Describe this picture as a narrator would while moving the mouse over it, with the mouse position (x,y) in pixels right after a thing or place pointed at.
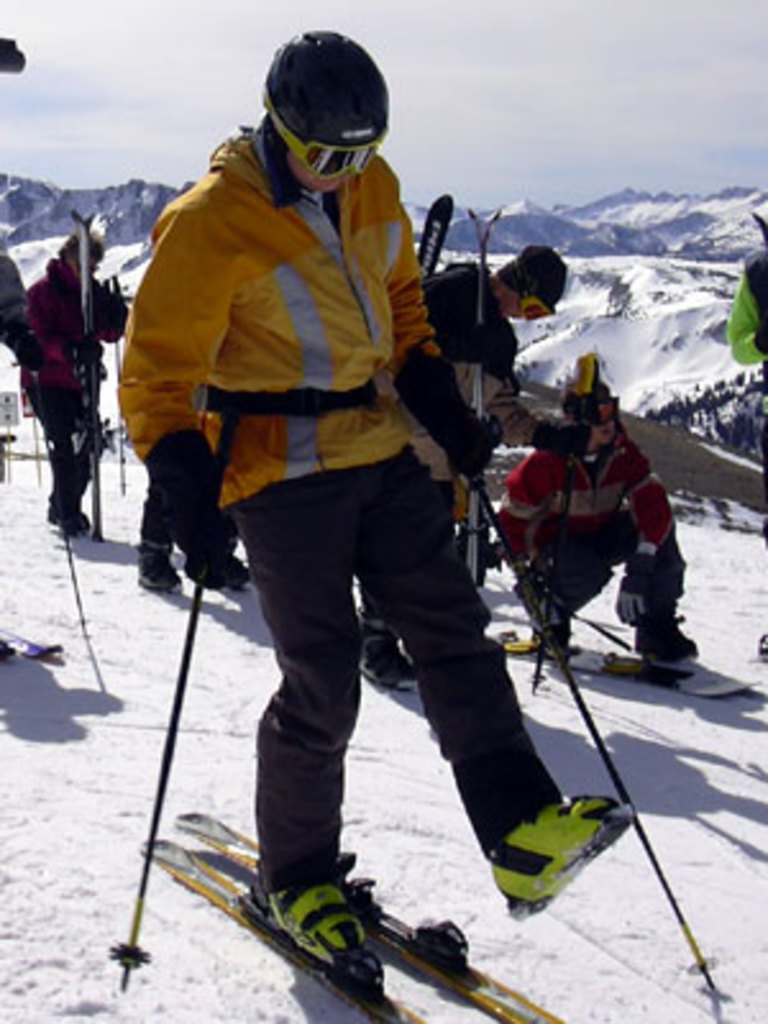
Here a person (135,351) is skiing on the snow (447,829) behind him there are few people (506,305), snow mountains (668,302) and sky (491,101).
